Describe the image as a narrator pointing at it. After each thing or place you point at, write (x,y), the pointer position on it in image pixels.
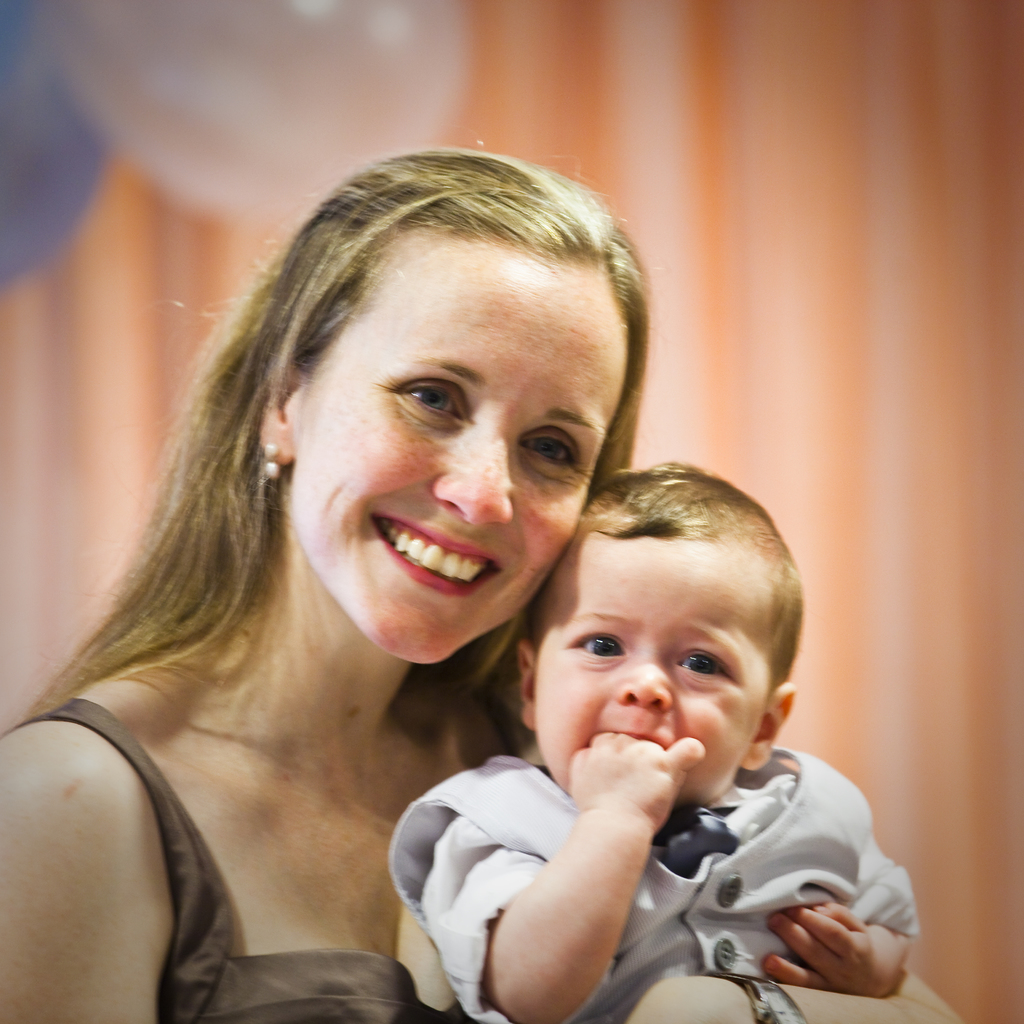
Here we can see a woman (276,677) holding a kid (438,806) in her hand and she is smiling. In the background (185,105) we can see two balloons (161,112) and a curtain (848,709).
